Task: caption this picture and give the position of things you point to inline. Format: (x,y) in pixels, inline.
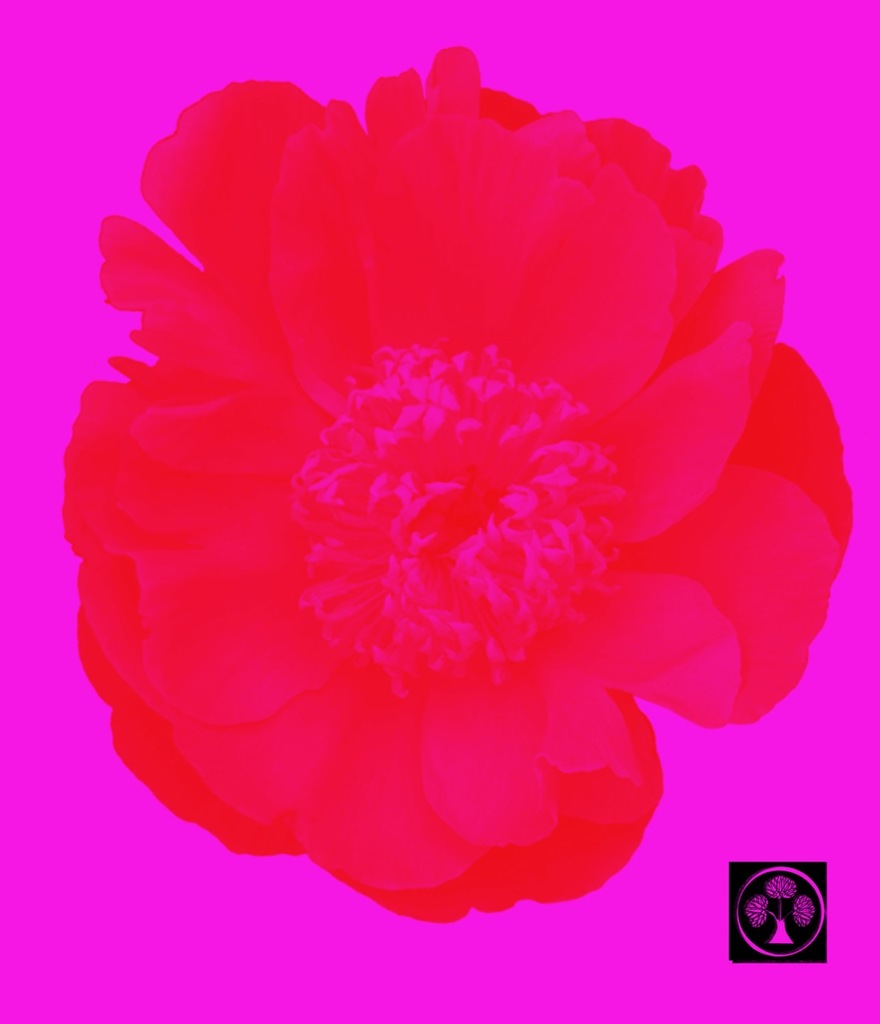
In this image, we can see the painting (497,525) of a flower (316,388) which is red in color and the background (78,996) is pink in color.
